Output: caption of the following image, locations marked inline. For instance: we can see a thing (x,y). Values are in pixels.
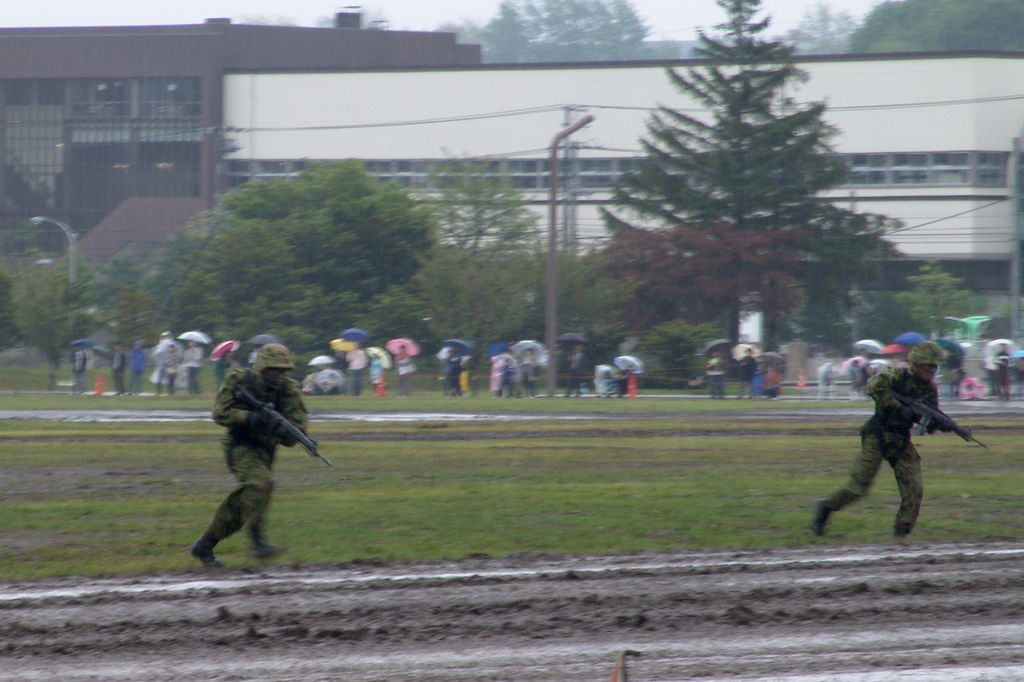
In this image I can see an open grass ground (542,438) where in the front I can see two men (821,512) are running and holding guns (905,402). I can also see both of them are wearing uniforms (291,400) and helmets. In the background (478,349) I can see number of trees (391,327), few poles (568,208), wires (528,110), a building (284,141), the sky (275,15) and I can also see number of people (510,377) are standing and holding umbrellas (516,344). On the left side (68,224) I can see a pole (68,240) and a light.
